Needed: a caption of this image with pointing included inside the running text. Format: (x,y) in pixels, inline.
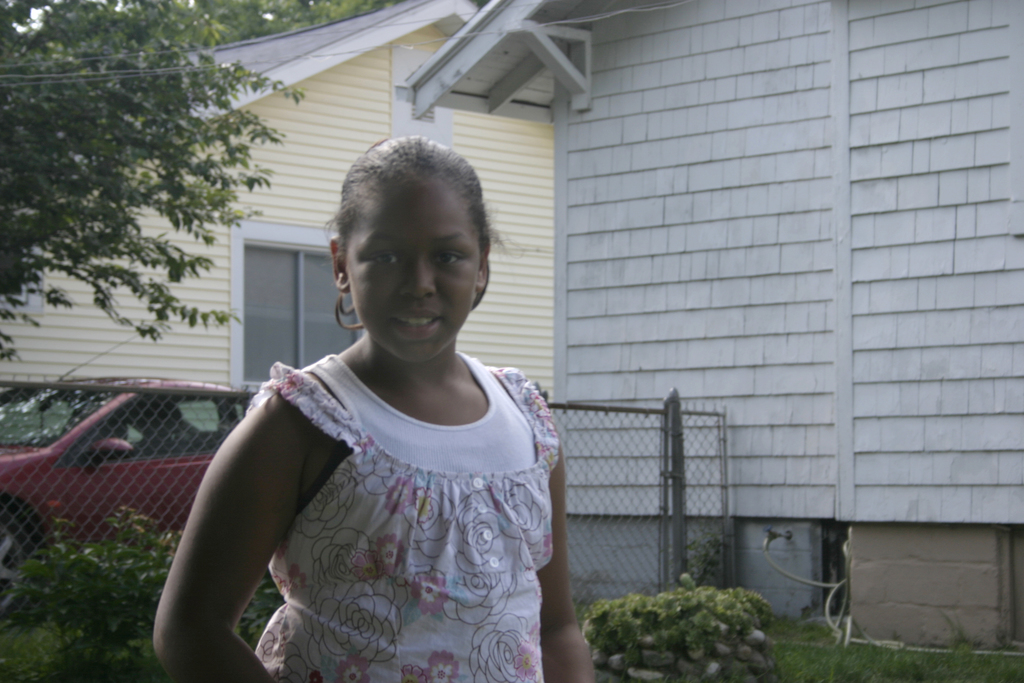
In this image we can see a woman (524,420) wearing a dress (453,583) is standing. On the left side of the image (59,479) we can see a fence (150,482), car (85,501) placed on the ground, group of plants (169,560). In the background (809,206), we can see two buildings (307,130) with roof (325,67) and a window (293,281) and a group of trees (188,5).
